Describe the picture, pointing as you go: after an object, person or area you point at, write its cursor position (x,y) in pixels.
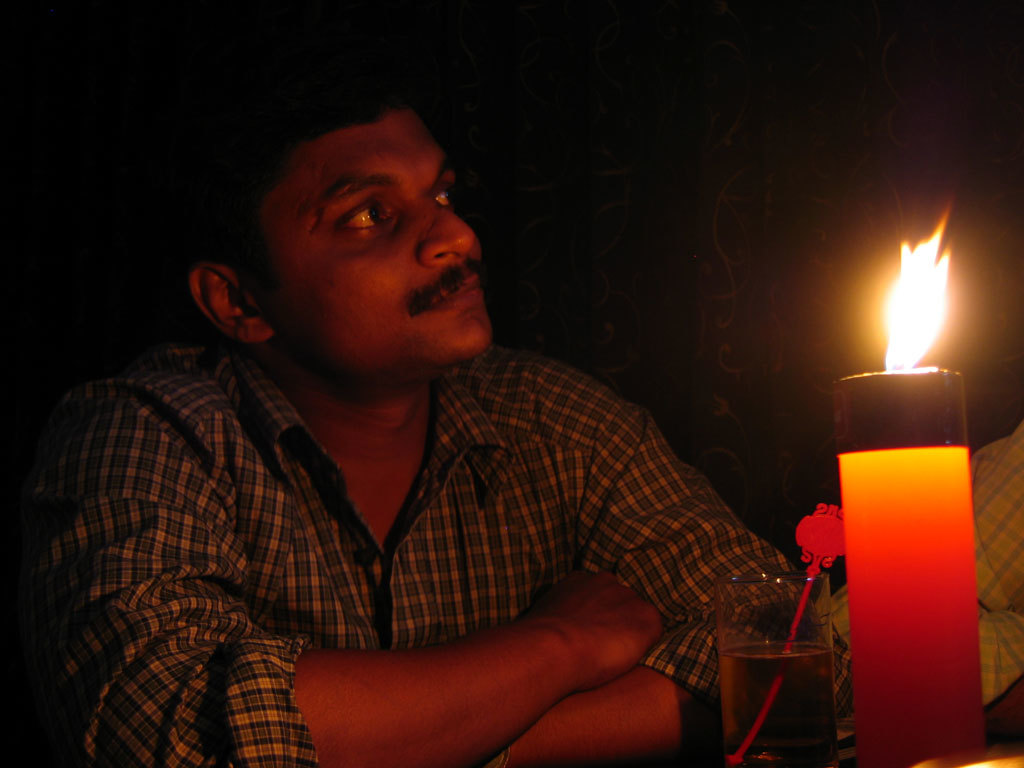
Here we can see a man (372,513) sitting and there is a glass (765,621) with wine (773,666) and a stick (821,546) in it and a candle light (933,716) on a platform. On the right (1005,545) we can see a person hand (1005,545). In the background (637,182) we can see a curtain (511,181).
